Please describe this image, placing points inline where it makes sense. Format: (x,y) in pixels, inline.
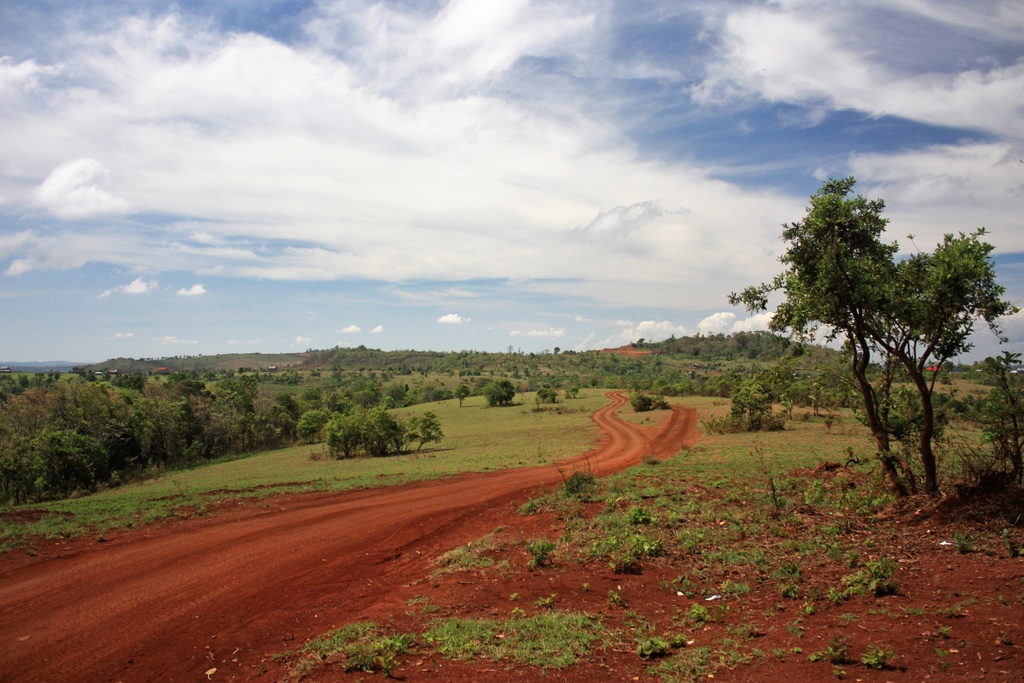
In this picture I can see plants (756,371), trees (707,341), there are hills (687,349), and in the background (776,132) there is sky (723,72).
